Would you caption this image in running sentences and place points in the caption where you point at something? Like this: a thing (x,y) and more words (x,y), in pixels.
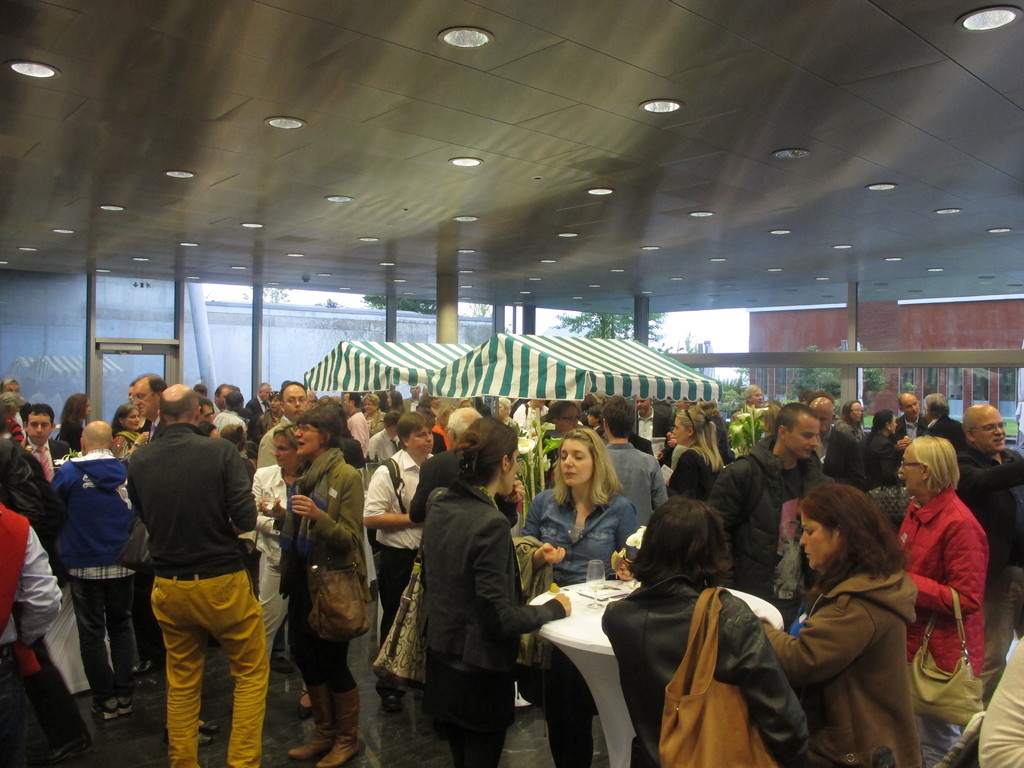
In this image, we can see many people (475,465) and some tables (597,620) and tents (588,353). In the background (826,384), we can see trees (835,374). At the top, there are lights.
